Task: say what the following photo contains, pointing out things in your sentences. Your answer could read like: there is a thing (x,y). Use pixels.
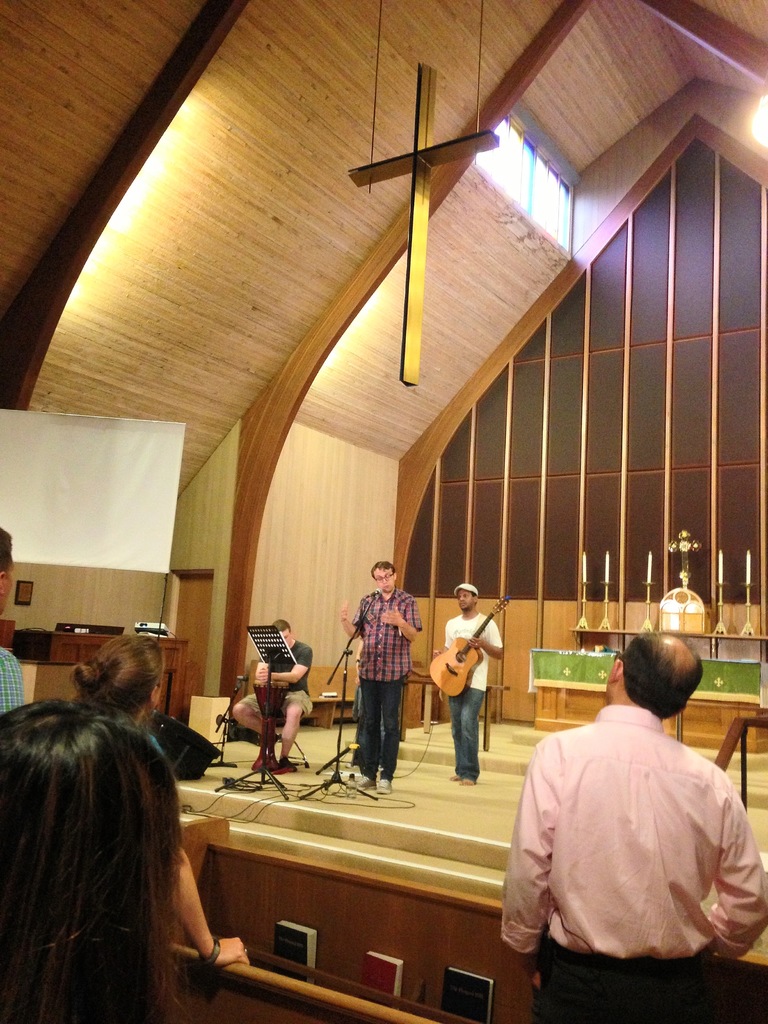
This image is taken indoors. At the bottom of the image (294,989) there is a wooden piece (325,993). On the left side of the image (95,723) a man (12,673) and two women (81,773) are standing. On the right side of the image (634,739) there is a man (576,794). At the top of the image (367,132) there is a roof (335,86) with a few lights (763,117) and there is a cross symbol (409,209). In the background (436,458) there is a wall (652,400) and there is a table (575,685) with a few candles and candle holder (649,618) on the dais (523,771). In the middle of the image (458,622) a man (472,742) is standing on the dais (481,801) and playing music with a guitar (468,656). Another man (388,728) is standing on the dais (401,754) and singing and there's a mic (343,679). A man (307,664) is sitting on the chair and playing music.
